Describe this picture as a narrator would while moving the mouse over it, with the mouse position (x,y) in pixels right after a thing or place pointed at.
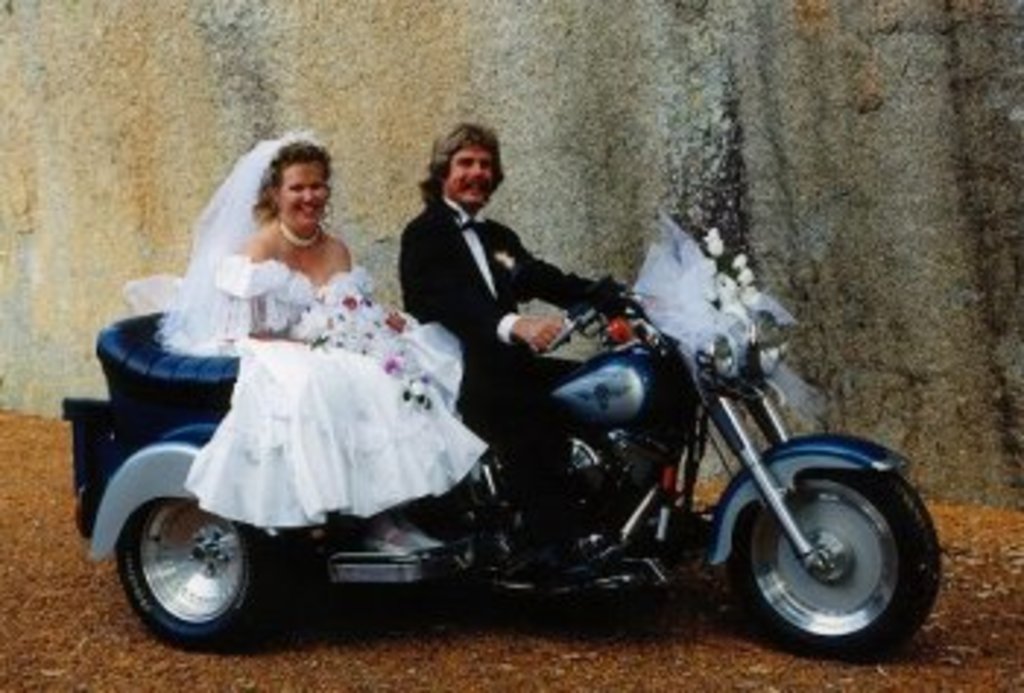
Newly married couple (406,249) are sitting on a bike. The man (454,209) wears a black suit (457,285) and the woman (445,366) wears a white gown (366,487) with a veil (217,246).
